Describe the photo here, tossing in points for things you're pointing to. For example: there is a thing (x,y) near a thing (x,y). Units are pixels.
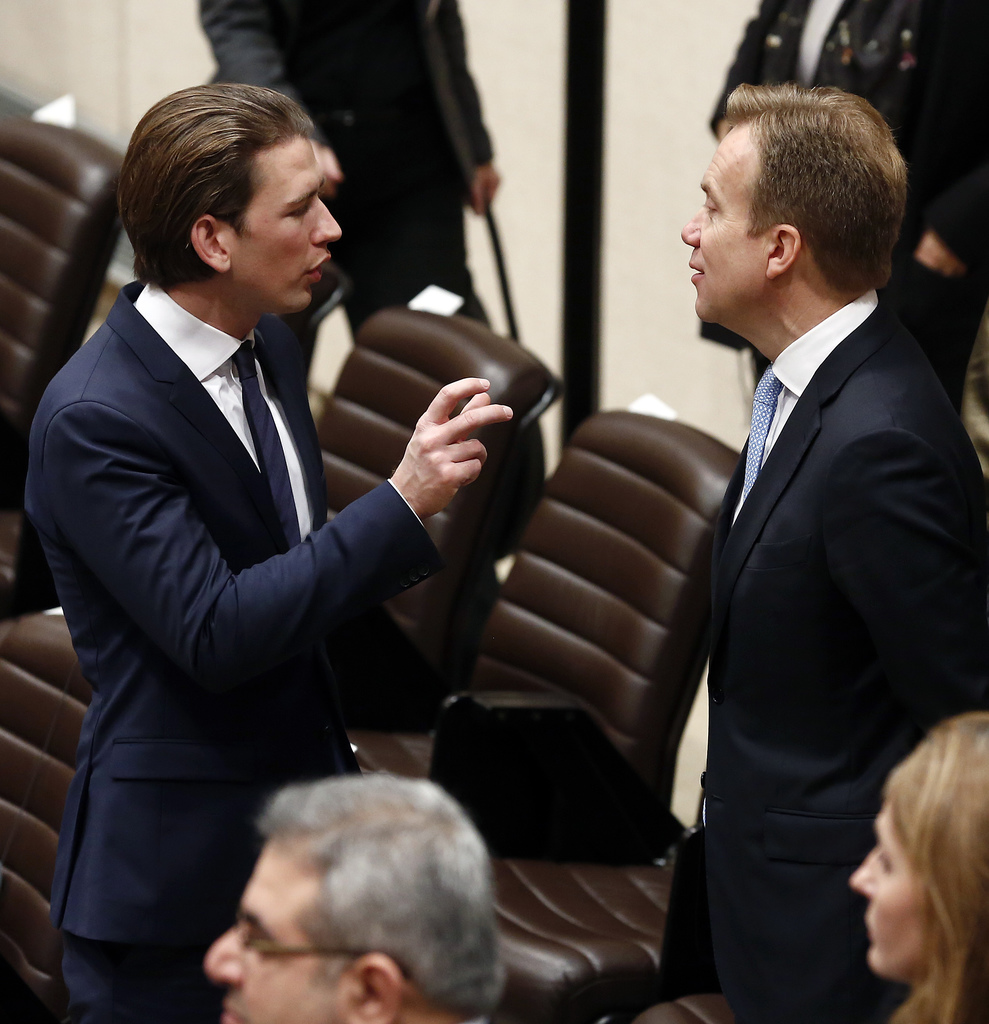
This picture shows two men (244,710) standing and speaking to each other and we see other people (224,1015) standing.
